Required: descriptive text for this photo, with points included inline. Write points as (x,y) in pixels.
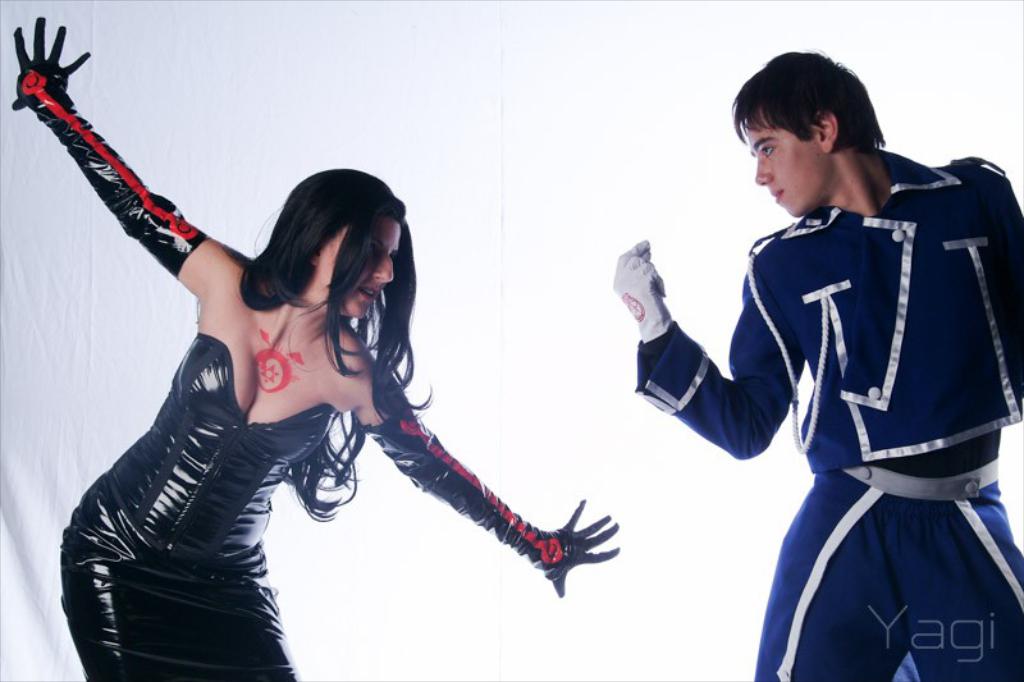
In this image we can see woman (171,493) and man (739,346). In the background (562,92) there is curtain (370,63).
